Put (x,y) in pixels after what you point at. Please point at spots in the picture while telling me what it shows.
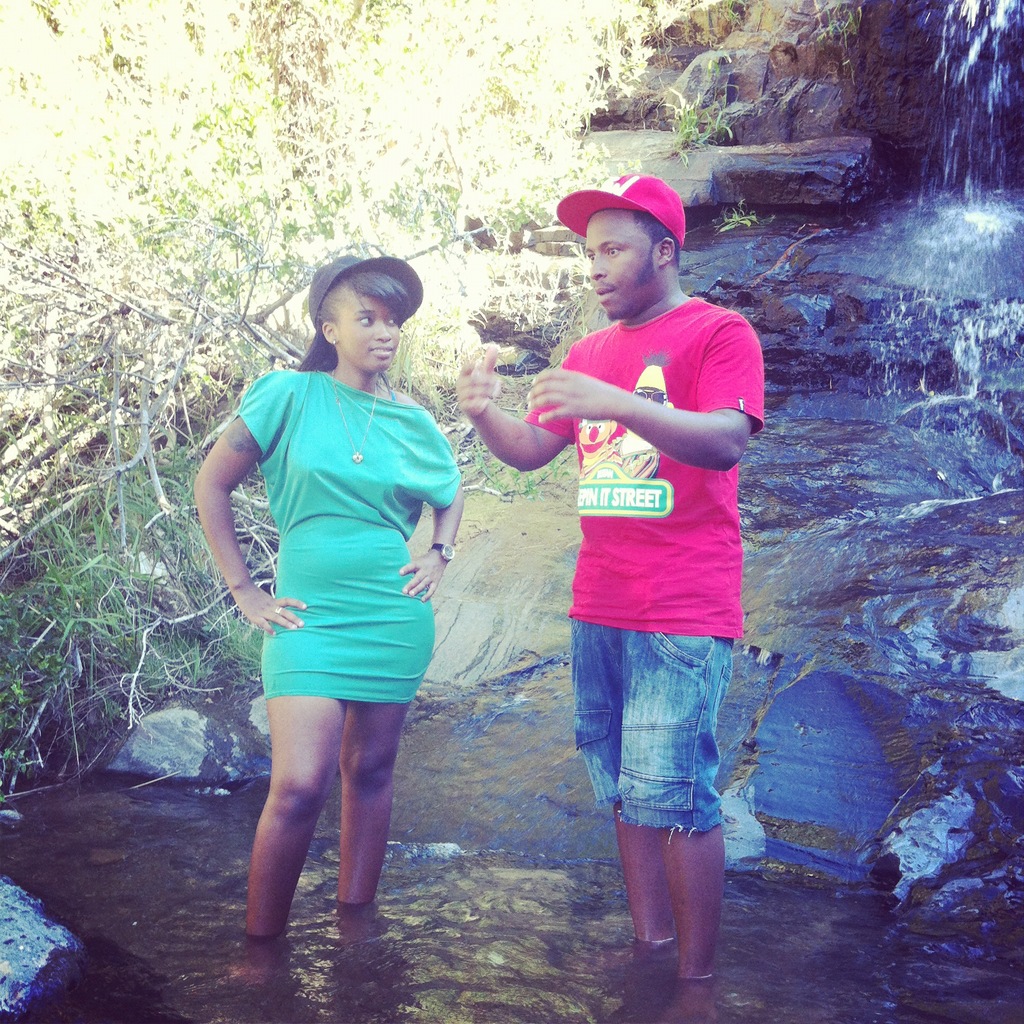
In this picture we can see a man (595,804) and a woman (227,528) standing in water (900,917) and in the background (199,430) we can see trees (287,159).
